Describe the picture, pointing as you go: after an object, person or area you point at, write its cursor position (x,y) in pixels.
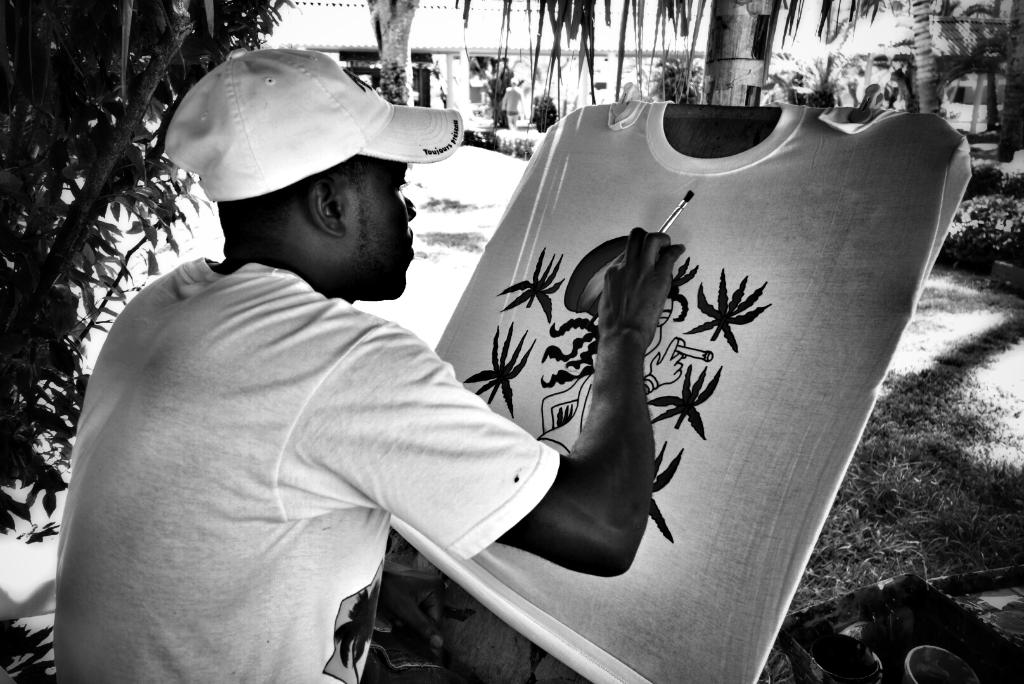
This is a black and white image, in this image in the foreground (259,310) there is one person (283,344) who is holding a painting brush (670,216) and painting on a t-shirt (649,576). And in the background (450,52) there are some trees (400,60), houses (454,70) and at the bottom (933,465) there is some grass (937,497) and some bottles (840,656) in a box (869,611).
